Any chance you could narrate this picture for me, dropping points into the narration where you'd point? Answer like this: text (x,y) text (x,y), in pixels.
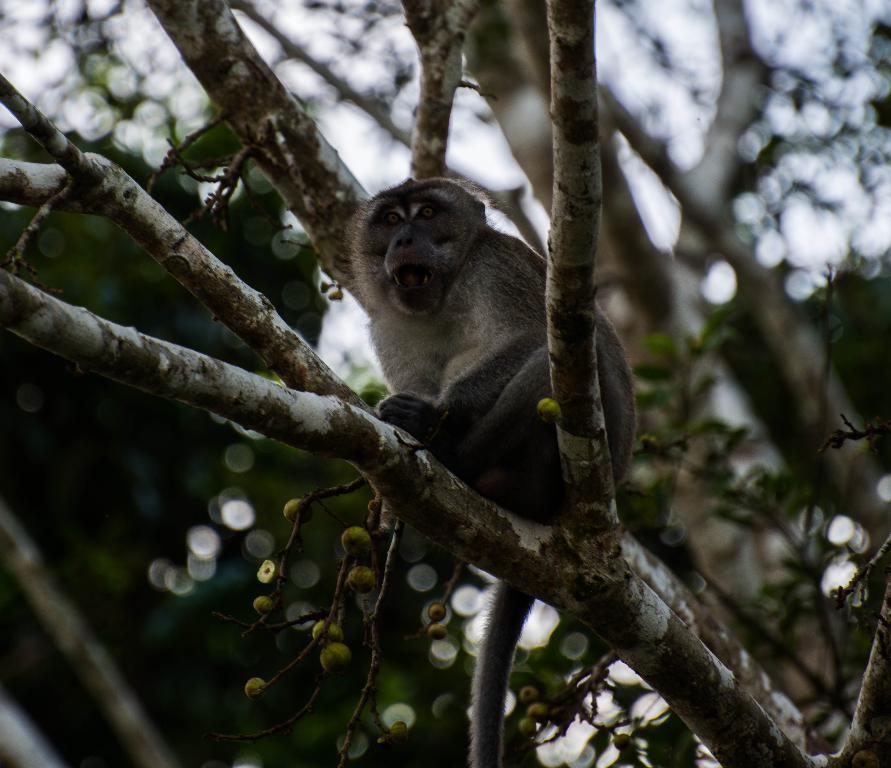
In this image we can see a monkey (471,361) on the branch (420,499) of a tree (568,266), there are fruits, also we can see the sky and some other trees (311,317), the background (715,6) is blurred.
